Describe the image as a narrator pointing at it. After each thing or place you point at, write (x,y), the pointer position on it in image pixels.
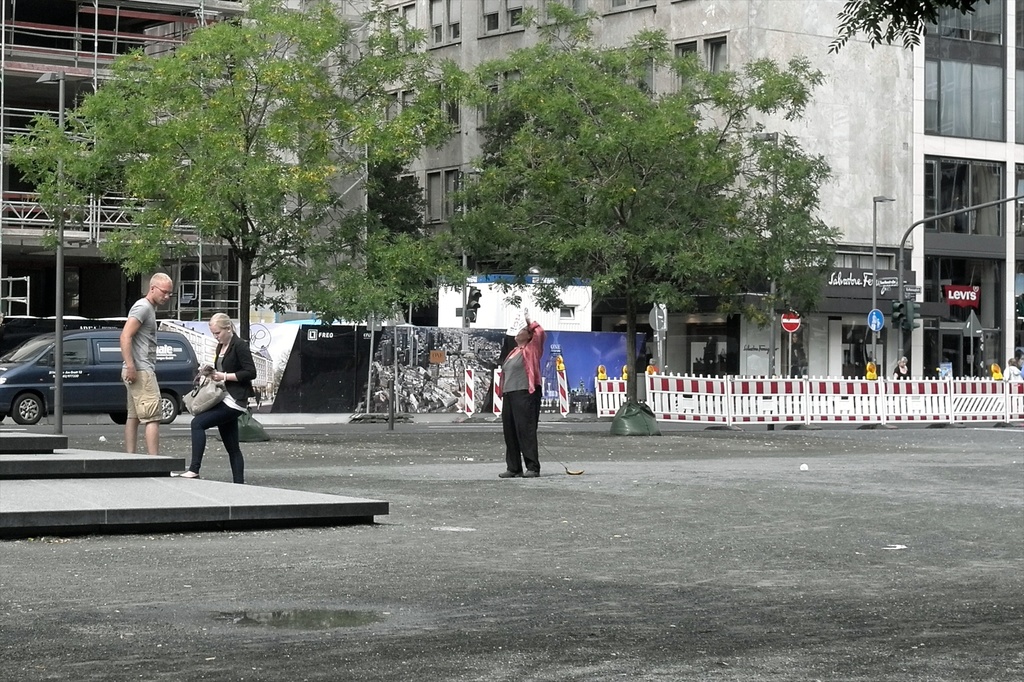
In front of the image there is some water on the road (459,584). There are people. On the left side of the image (160,477) there are platforms (14,475). There are light poles (770,350), boards (949,301), traffic lights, poles (658,332). There is a metal fence (988,401). There are trees (652,271). In the background of the image (8,29) there are buildings (73,55).
